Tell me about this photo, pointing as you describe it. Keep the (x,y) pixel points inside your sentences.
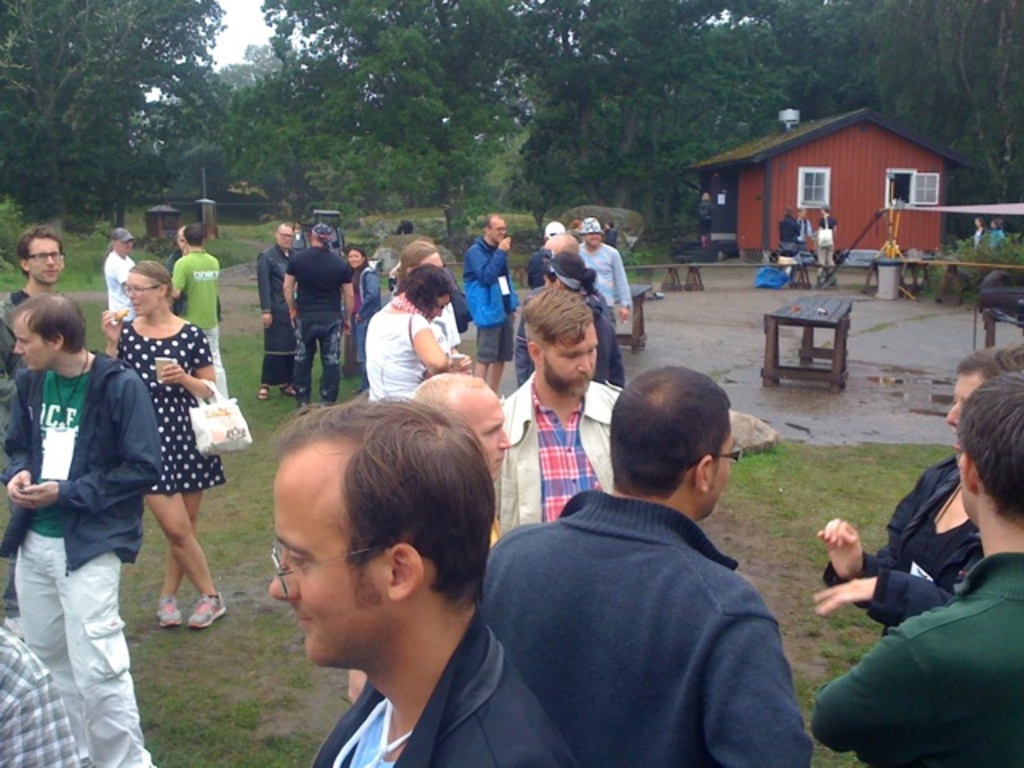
In this image we can see a few people (567,427), wooden tables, chairs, water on the floor (645,282), on the right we can see a shed (880,196), windows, we can see the grass (793,455), trees (680,227), few objects (324,216) in the background (376,118), at the top (266,37) we can see the sky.
